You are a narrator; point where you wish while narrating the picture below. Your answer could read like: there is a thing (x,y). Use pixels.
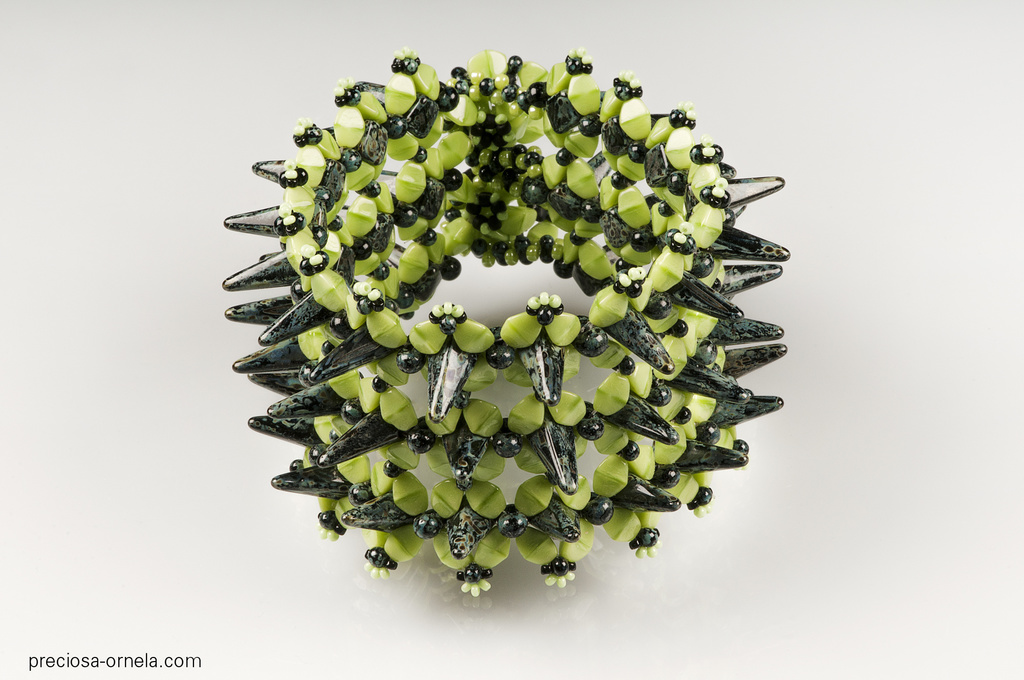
In this image there is an object (422,341) made up of colorful beads (407,290), and there is a watermark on the image.
